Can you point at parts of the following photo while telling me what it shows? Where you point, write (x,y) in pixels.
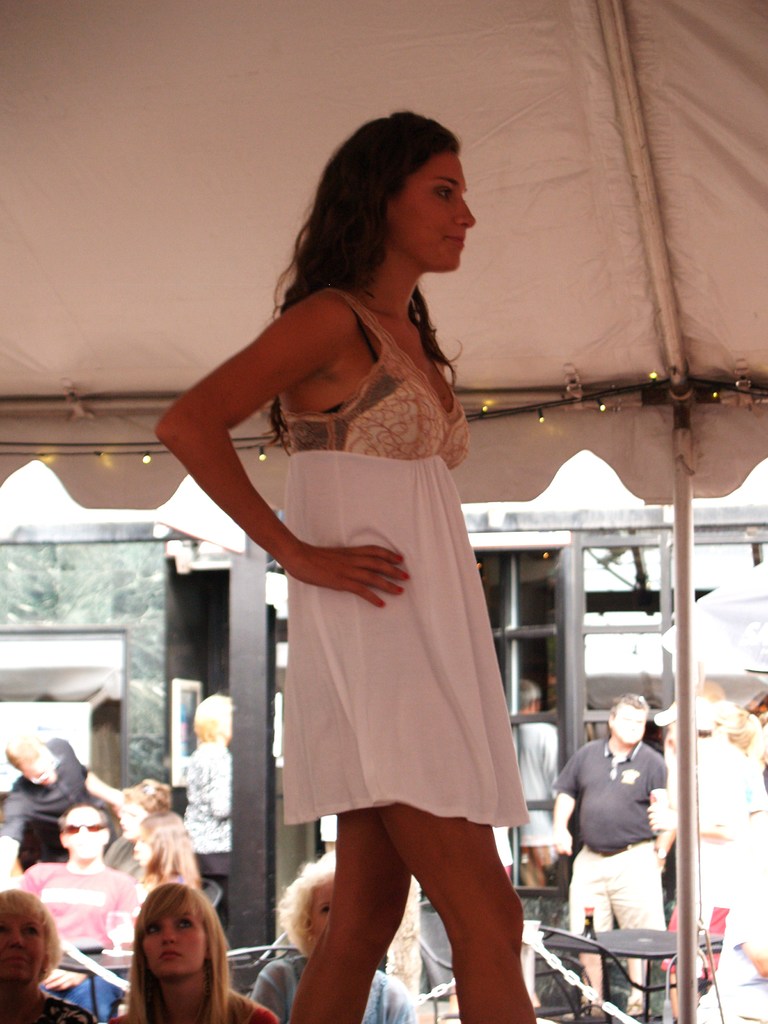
In this picture we can see a woman (430,637) is walking in the front (427,616), in the background (213,982) there are some people (212,960) sitting on chairs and some people (584,824) are standing, there is a tent (329,107) at the top of the picture (270,62), in the background (629,659) we can also see glasses (637,650) and a table (643,956).
